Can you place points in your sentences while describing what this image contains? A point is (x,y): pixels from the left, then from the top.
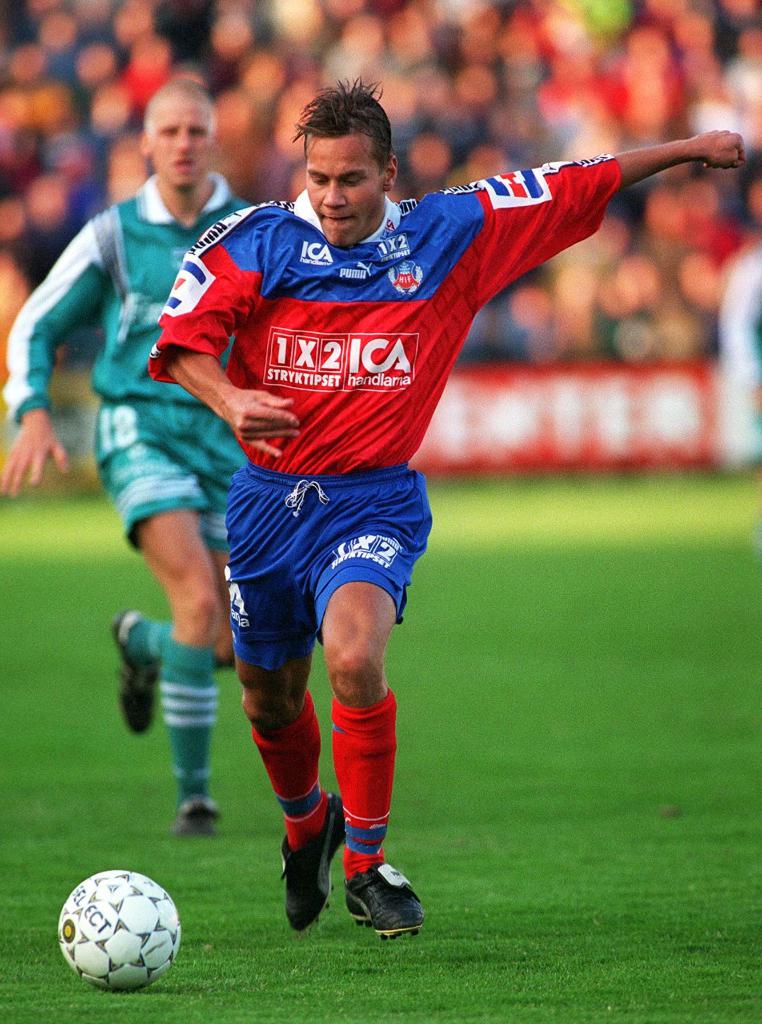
In this image I can see two men (296,477) are running on the ground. Here I can see a ball (137,941). The background of the image (423,137) is blurred.
